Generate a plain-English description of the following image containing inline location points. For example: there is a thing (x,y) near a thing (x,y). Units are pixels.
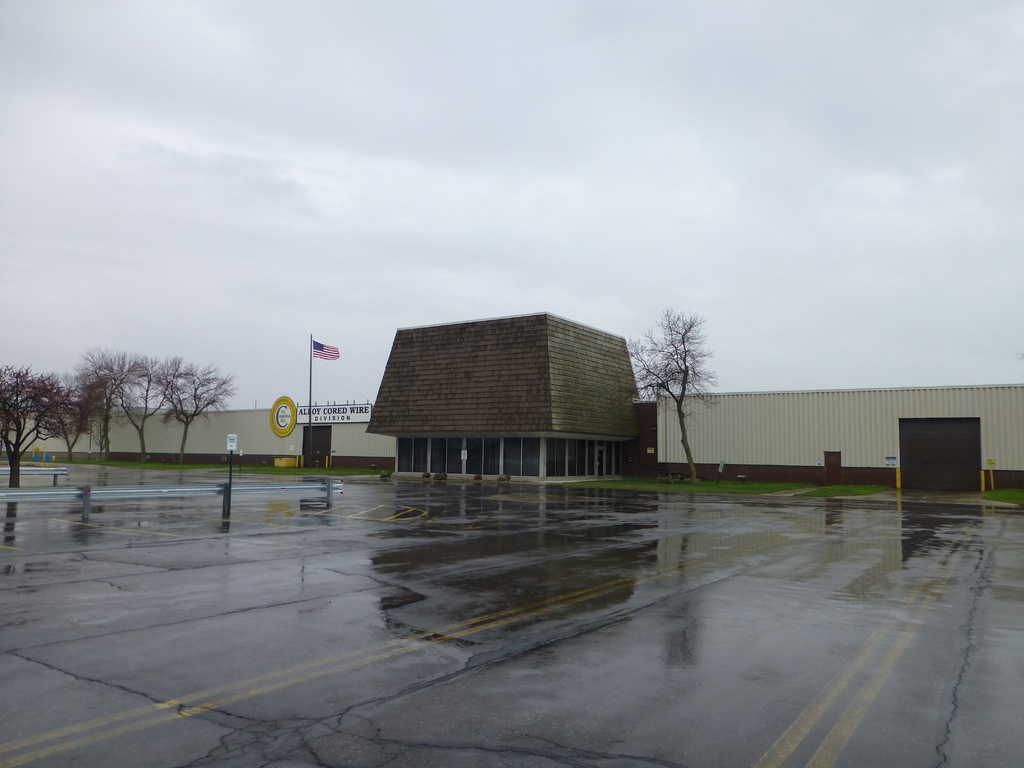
Here we can see trees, grass (646,480), poles (328,504), boards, doors (955,461), wall (709,437), and glasses (525,460). In the background (622,252) there is sky (818,156).
